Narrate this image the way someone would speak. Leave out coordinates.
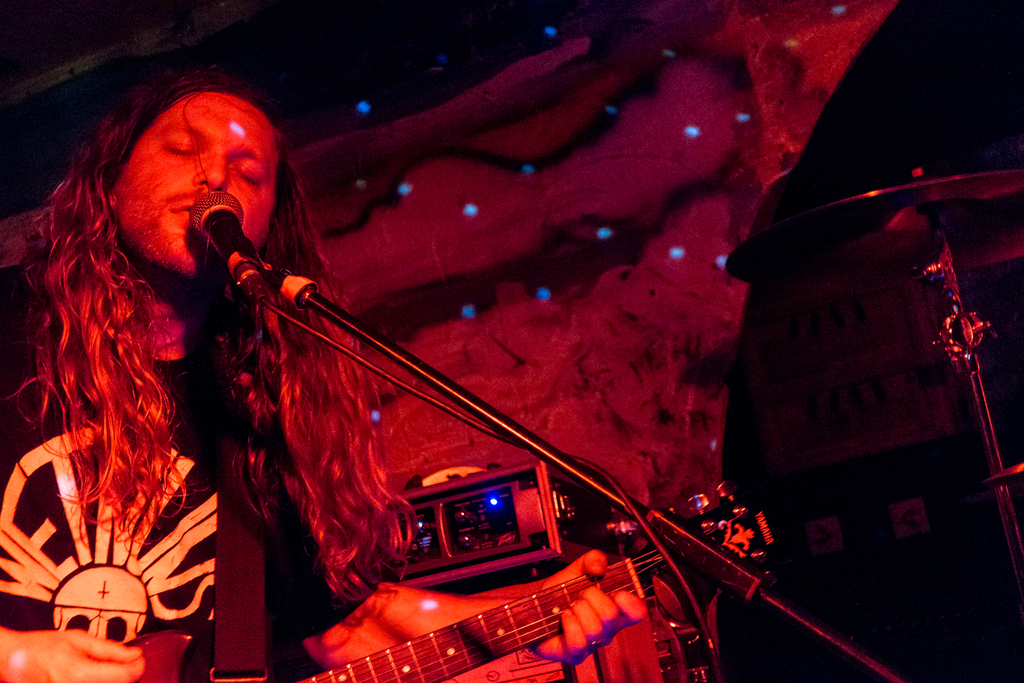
He is standing and he's playing a musical instrument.
